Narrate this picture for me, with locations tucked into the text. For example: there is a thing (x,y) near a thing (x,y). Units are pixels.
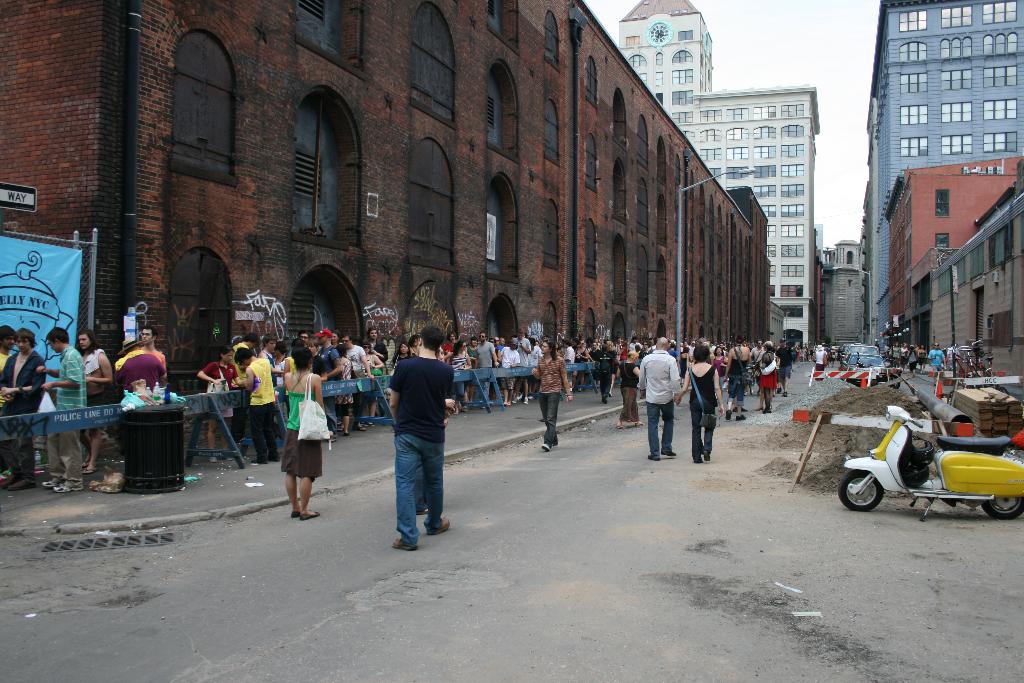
This is a street view image, there are few people (658,379) walking down the street (582,425), on the either side of the street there are buildings (714,145). In front of one of the buildings (489,327) there are people (529,349) standing in a queue (455,367). There are a scooter (850,476) and cars (869,361) parked on the road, there is a lamp post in front of the building (644,306).
